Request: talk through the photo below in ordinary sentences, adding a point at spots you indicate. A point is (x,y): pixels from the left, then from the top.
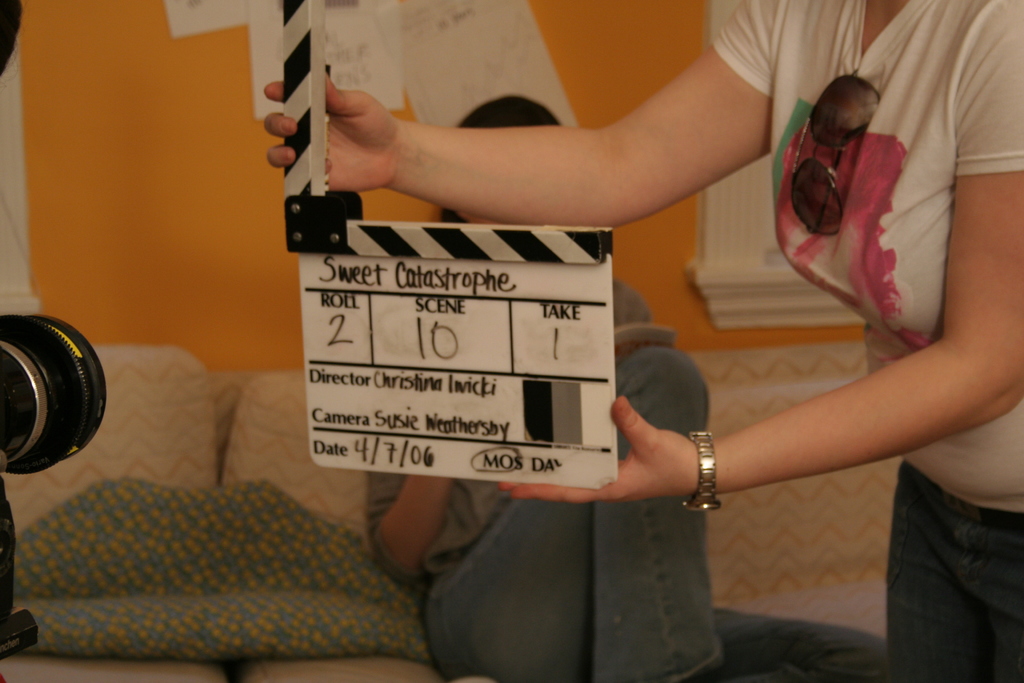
This image is taken indoors. On the right side of the image (865,111) a woman (885,138) is standing on the floor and she is holding a board (428,399) with a text (424,271) on it. On the left side of the image (75,377) there is a camera (32,448). In the middle of the image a man (549,553) is sitting on the couch (143,420). In the background (98,157) there is a wall (74,189).
